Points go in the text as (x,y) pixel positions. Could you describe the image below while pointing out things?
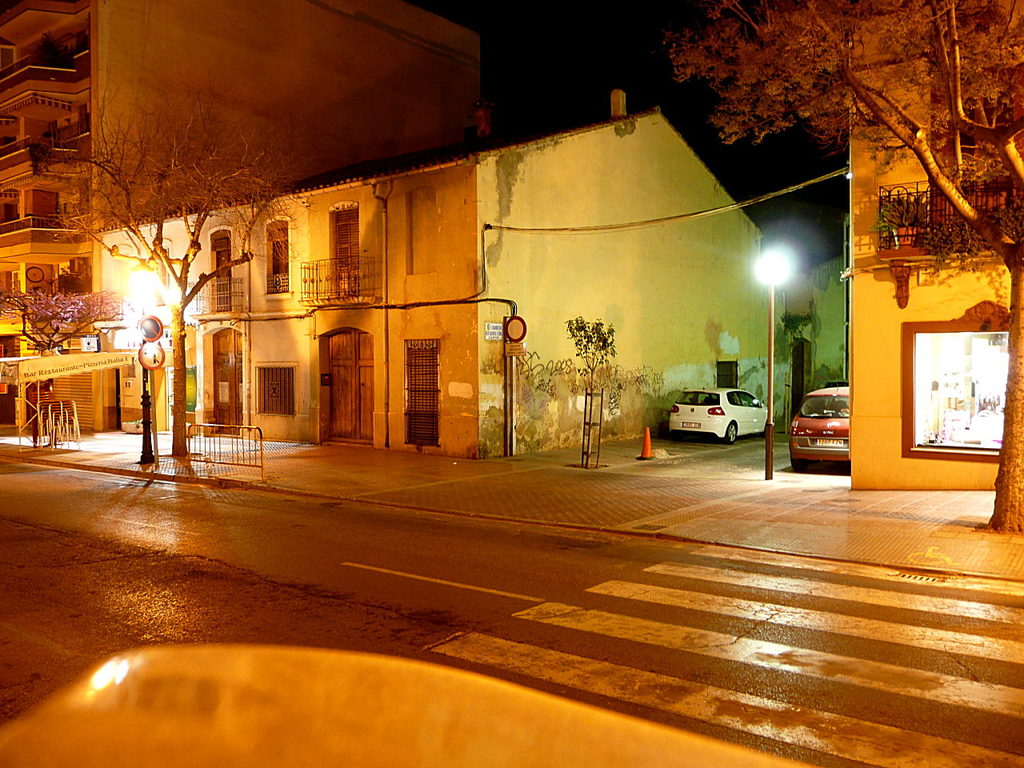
In the foreground of this image (326,708), there is an object (336,724) at the bottom (342,723), road (425,577), poles (768,451), vehicles (723,398), trees (608,344) and buildings (915,299). In the background (578,77), there is the dark sky (577,75).
